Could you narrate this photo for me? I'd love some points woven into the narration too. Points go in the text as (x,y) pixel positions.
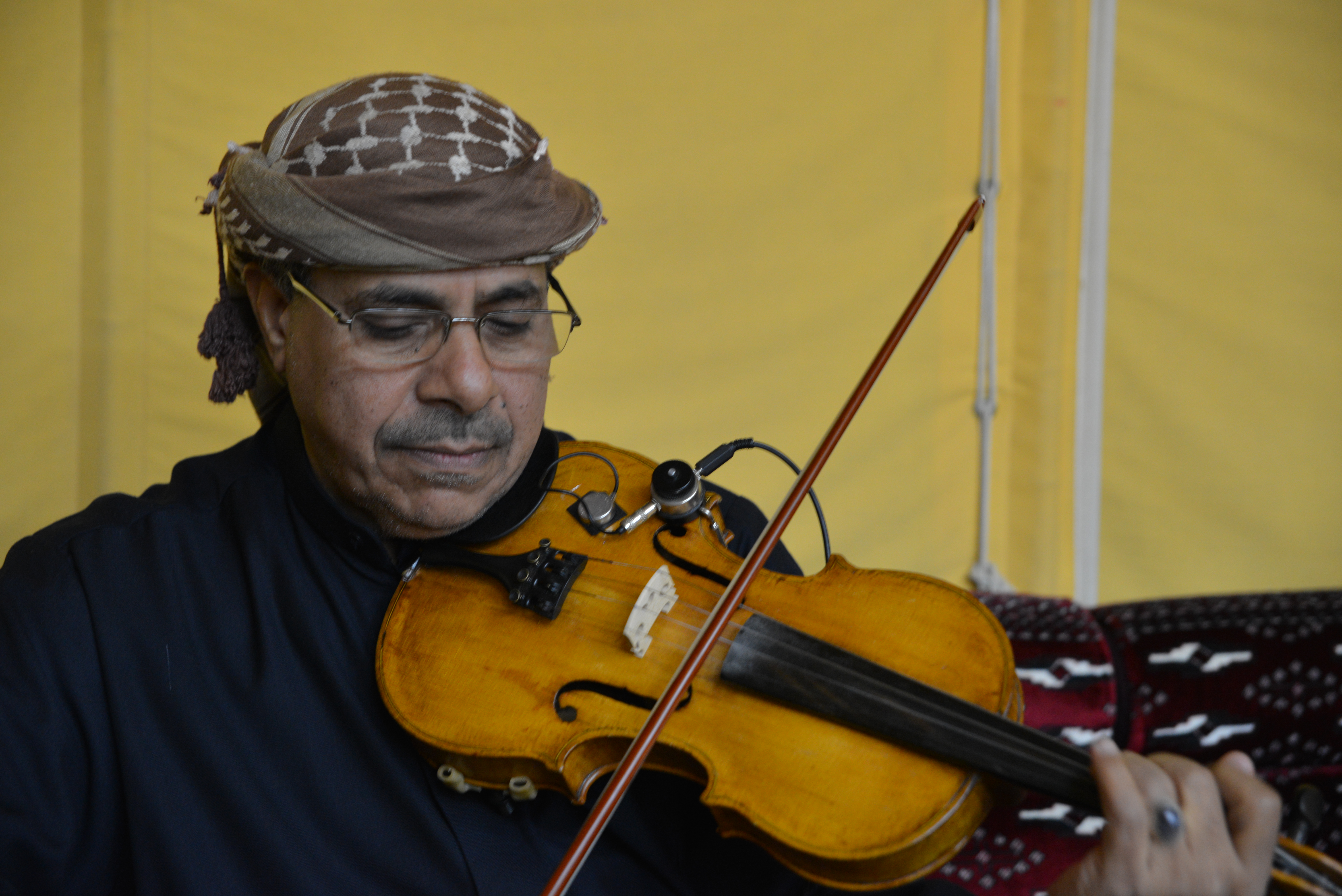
In this image i can see a person (244,369) holding a violin (570,674). In the background (1083,702) i can see a couch (1168,667) and a cloth (1062,298).
